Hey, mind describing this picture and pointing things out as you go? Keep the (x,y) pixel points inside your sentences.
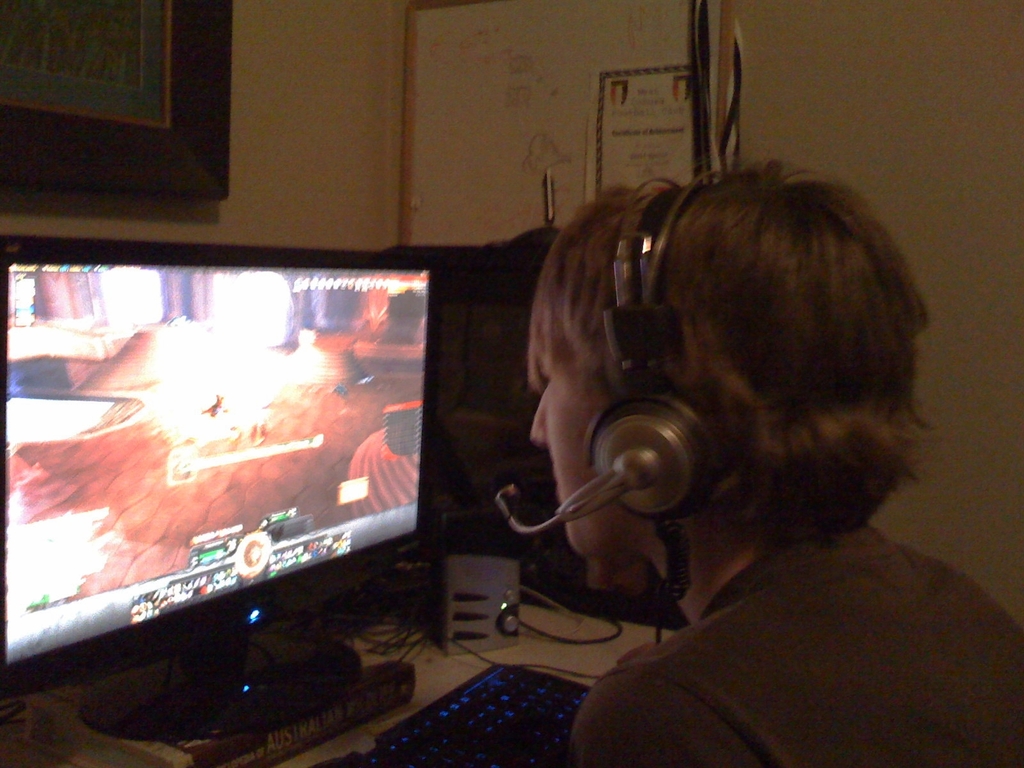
In this picture we observe a guy (554,399) who is wearing headphones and playing video game (347,449) in the monitor (198,474).
